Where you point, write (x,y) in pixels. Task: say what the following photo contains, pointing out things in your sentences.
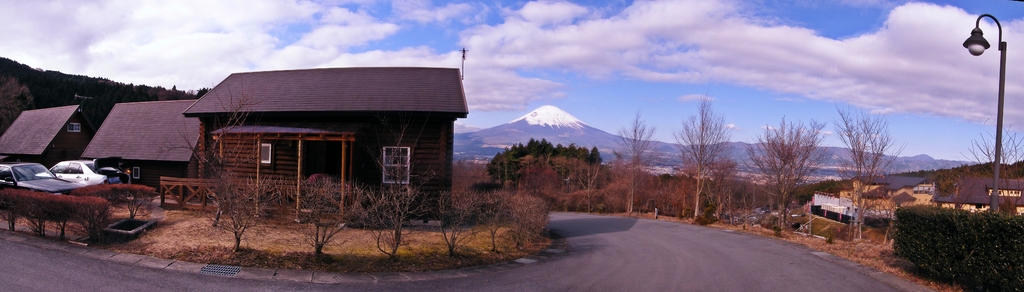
In this picture we can see the road (567,232), trees (518,221), houses (166,124) with windows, pole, light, cars (69,167), mountains (891,159) and in the background (591,63) we can see the sky (719,44) with clouds (806,61).
